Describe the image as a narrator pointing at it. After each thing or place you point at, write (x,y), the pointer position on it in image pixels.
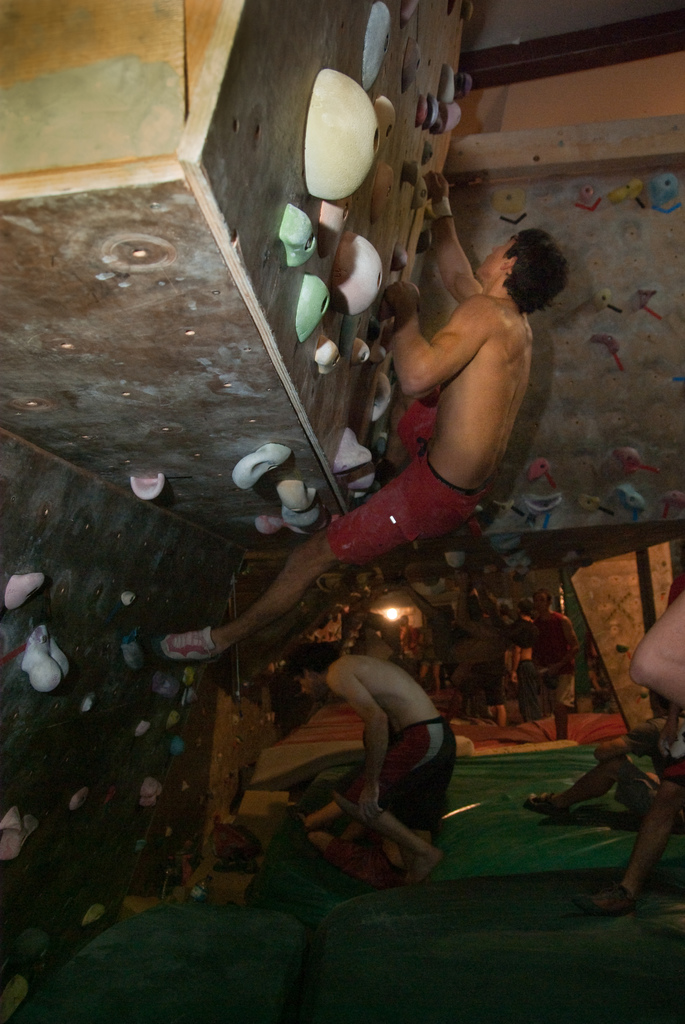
On the right side (661,744) there are some people (619,750). On the left side (223,451) there is a indoor rock climbing wall (254,336). On that a person (396,362) is climbing.
